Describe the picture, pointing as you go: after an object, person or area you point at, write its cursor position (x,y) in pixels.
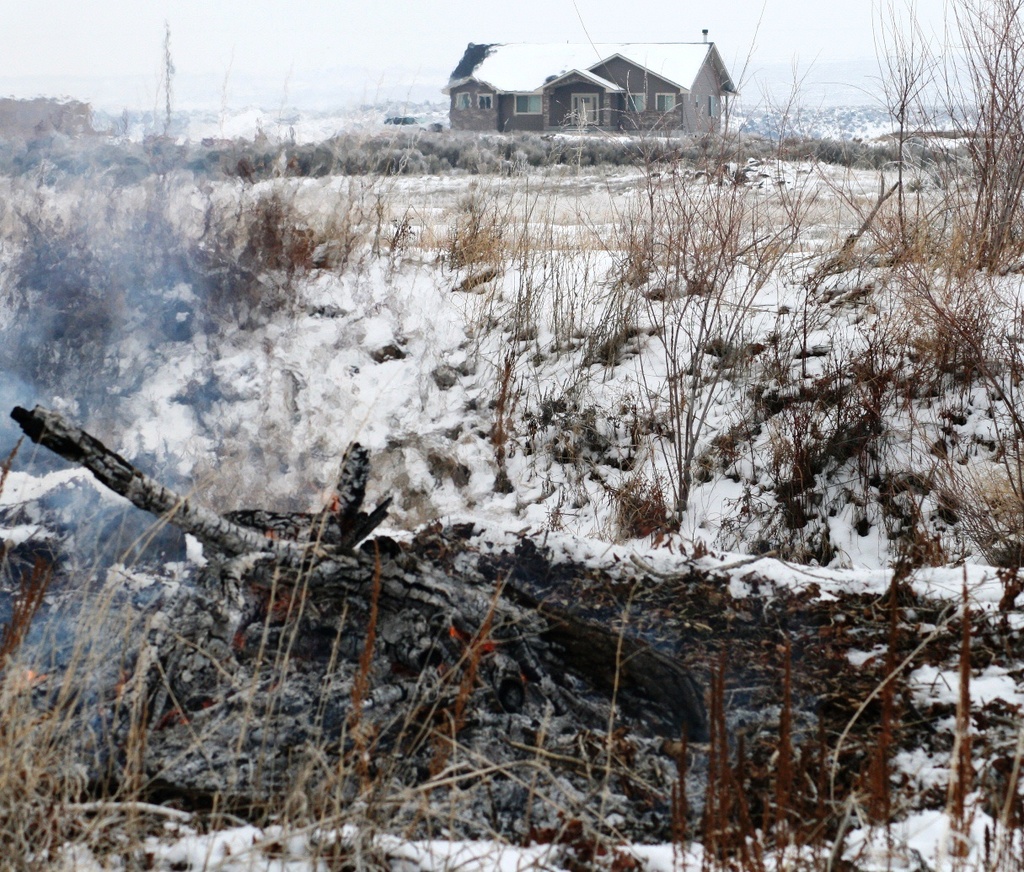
In the center of the image (446,326) we can see snow (722,300), plants (627,314) and firewood (483,699). On the left side of the image (82,424), we can see smoke (57,519). In the background (468,141), we can see the sky (540,32), plants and one wooden house (478,87).
